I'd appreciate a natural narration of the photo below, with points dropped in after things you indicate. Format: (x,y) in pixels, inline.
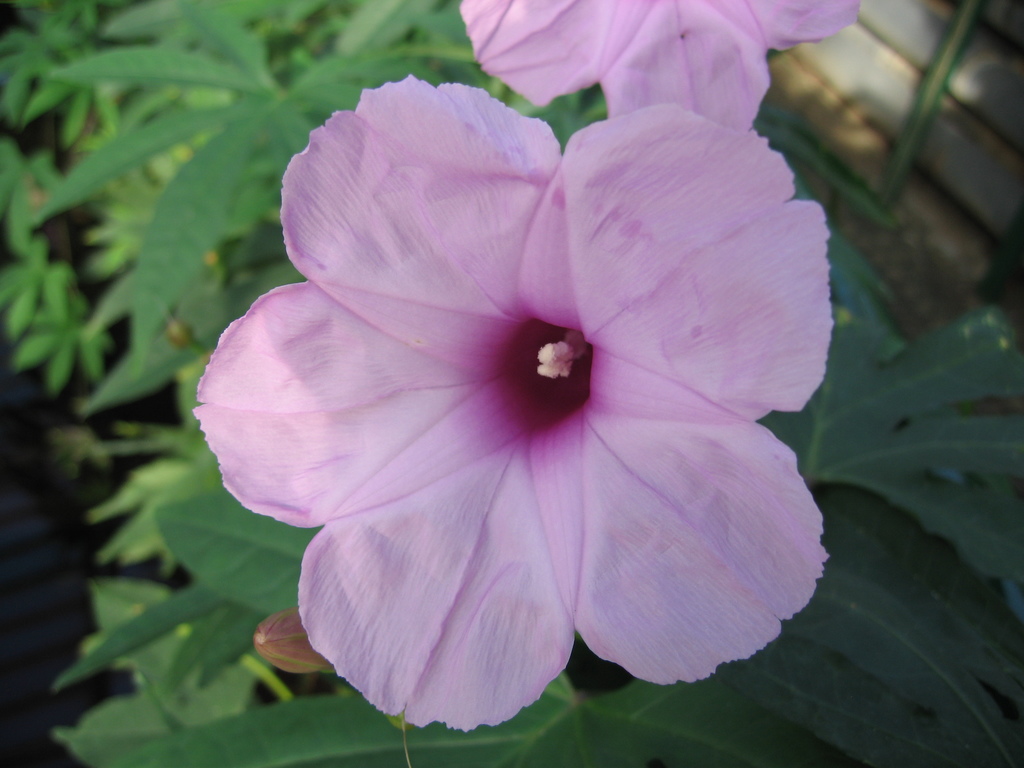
In this picture we can see few flowers (625,140) and plants (219,231).
